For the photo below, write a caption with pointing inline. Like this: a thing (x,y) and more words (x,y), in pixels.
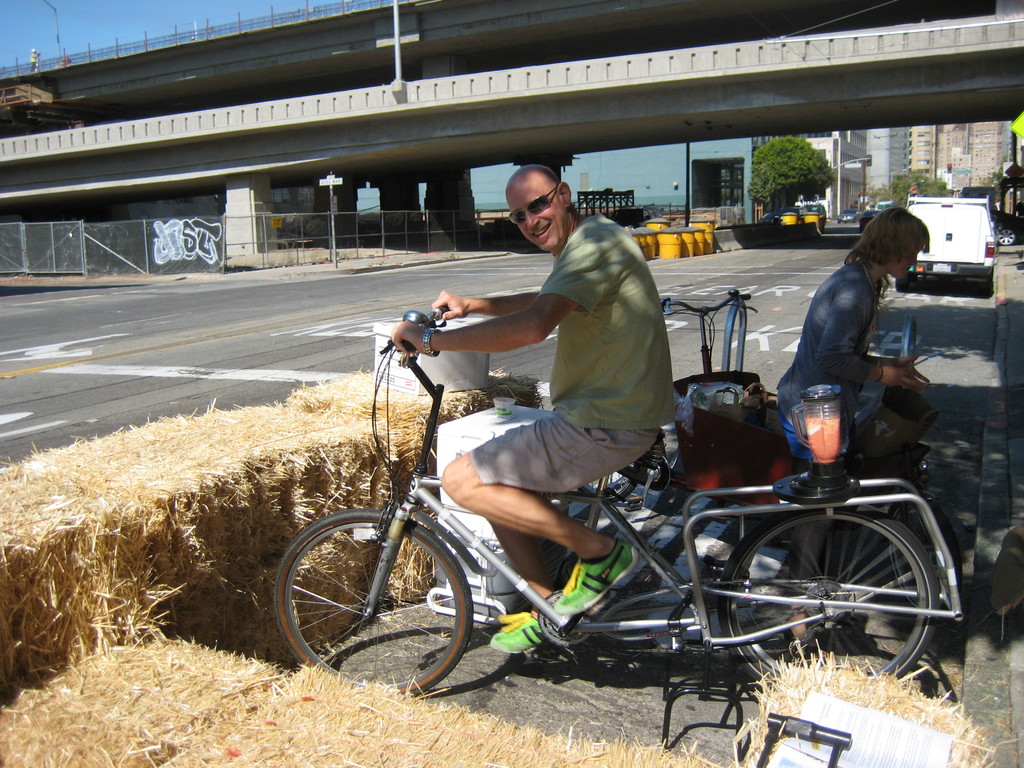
In the picture there is a cycle (697,619) and on the cycle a man (560,379) is sitting, he is smiling behind him there is a woman (836,364) in front of them there is some grass (121,554), dry grass (116,527). In the background (347,198) there is a bridge (366,46) or a highway (360,94), there are some trees (778,180), buildings (914,162) and vehicles (987,222) also.
